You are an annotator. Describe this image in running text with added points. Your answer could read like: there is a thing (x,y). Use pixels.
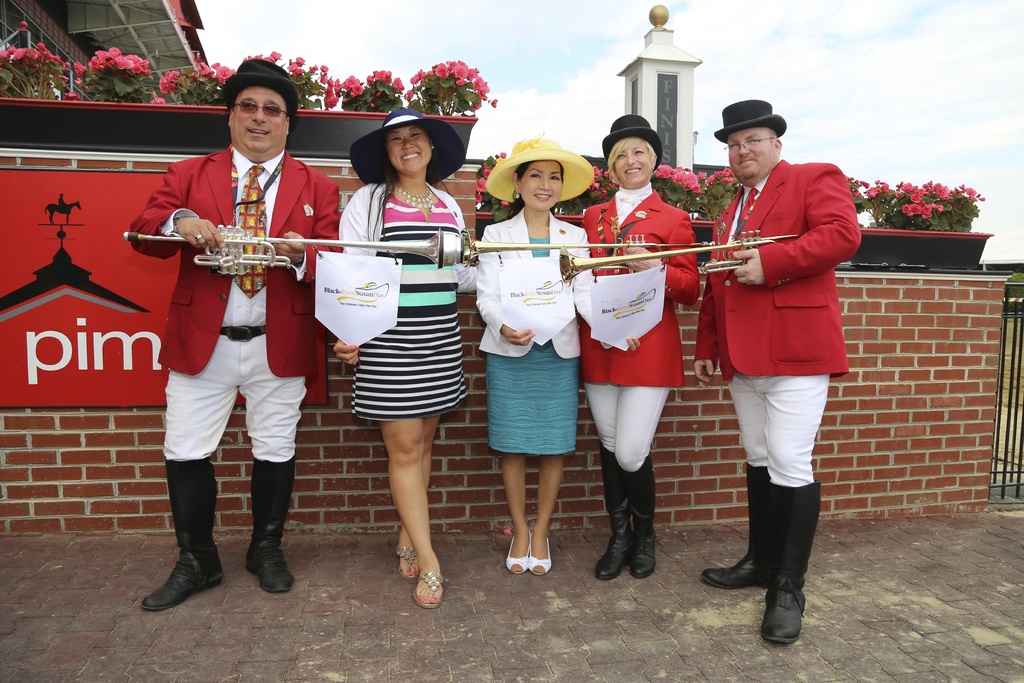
In the center of the image (540,364) we can see some persons (593,373) are standing and wearing hats (547,146) and some of them are holding papers (373,307), trumpets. In the background of the image (29,293) we can see a board (135,284), wall (891,352), flower pots (484,181), tower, building (42,36), roof (116,35). On the right side of the image (1008,441) we can see the grilles (998,422). At the top of the image (939,84) we can see the clouds (856,51) are present in the sky (867,19). At the bottom of the image (487,631) we can see the floor (479,644).
